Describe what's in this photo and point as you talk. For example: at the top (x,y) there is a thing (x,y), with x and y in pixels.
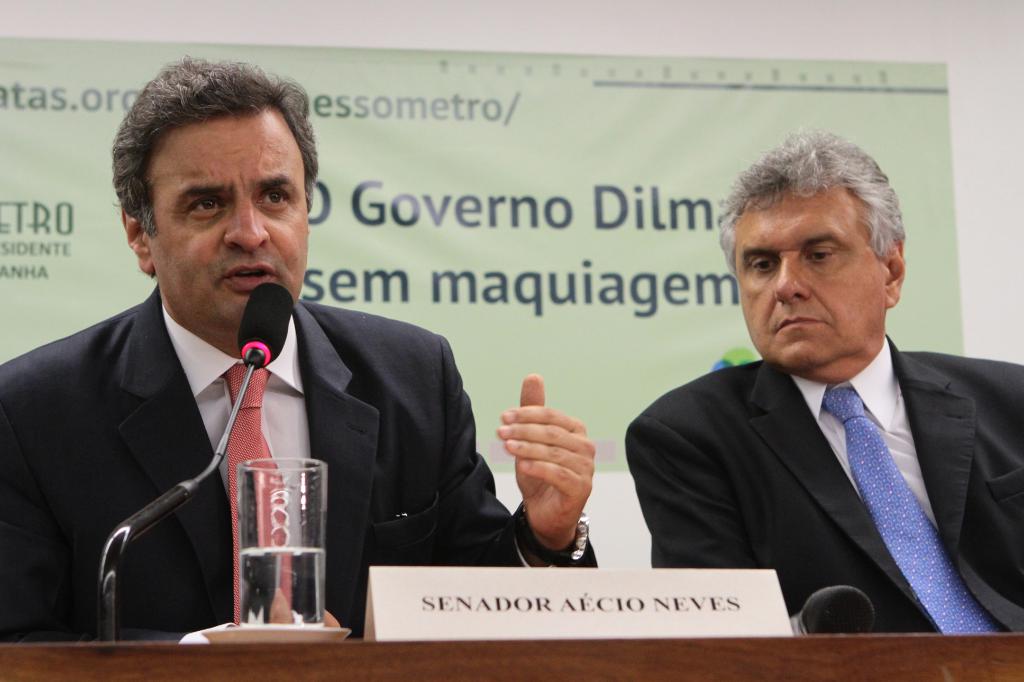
The man (216,346) in the left corner of the picture (299,444) wearing white shirt (299,409) and black blazer (375,443) is talking on the microphone (158,515). Beside him, the man (754,458) in white shirt (918,483) and black blazer (745,509) is sitting on the chair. In front of them, we see a table (585,642) on which a glass (301,533) containing water (279,565), microphone (855,608) and a name board (600,636) are placed. Behind them, we see a green banner (464,209) with some text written on it. This picture is clicked in the conference hall (972,103).
